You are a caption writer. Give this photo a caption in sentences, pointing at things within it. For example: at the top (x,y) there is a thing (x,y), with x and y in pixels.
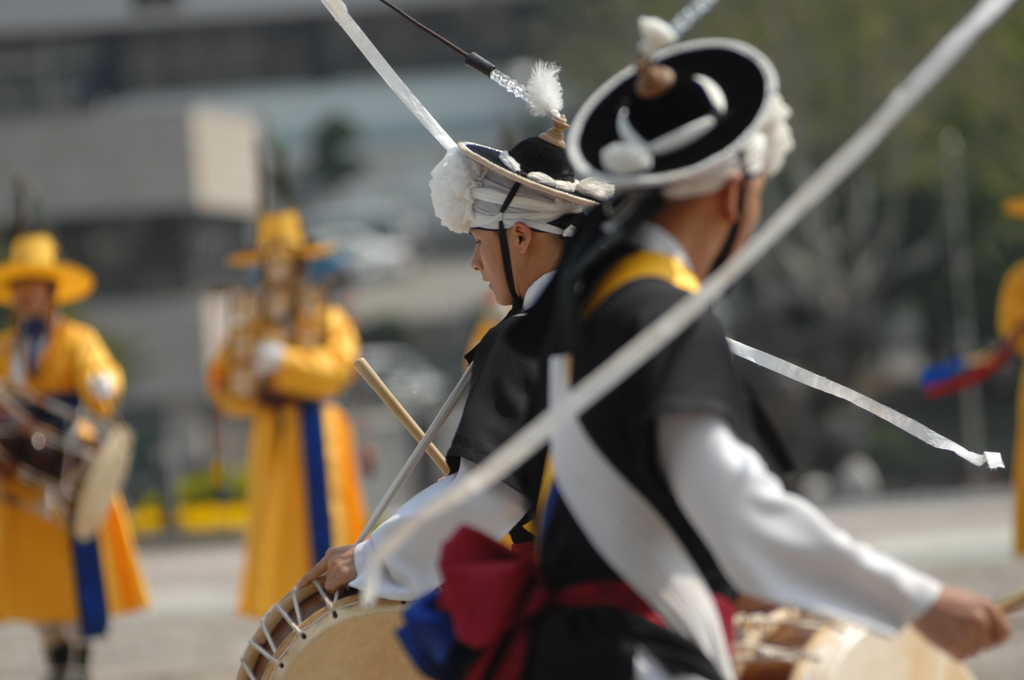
In this image, there are a few people (570,463). Among them, some people (543,504) are holding some objects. We can also see the blurred background (167,575).
